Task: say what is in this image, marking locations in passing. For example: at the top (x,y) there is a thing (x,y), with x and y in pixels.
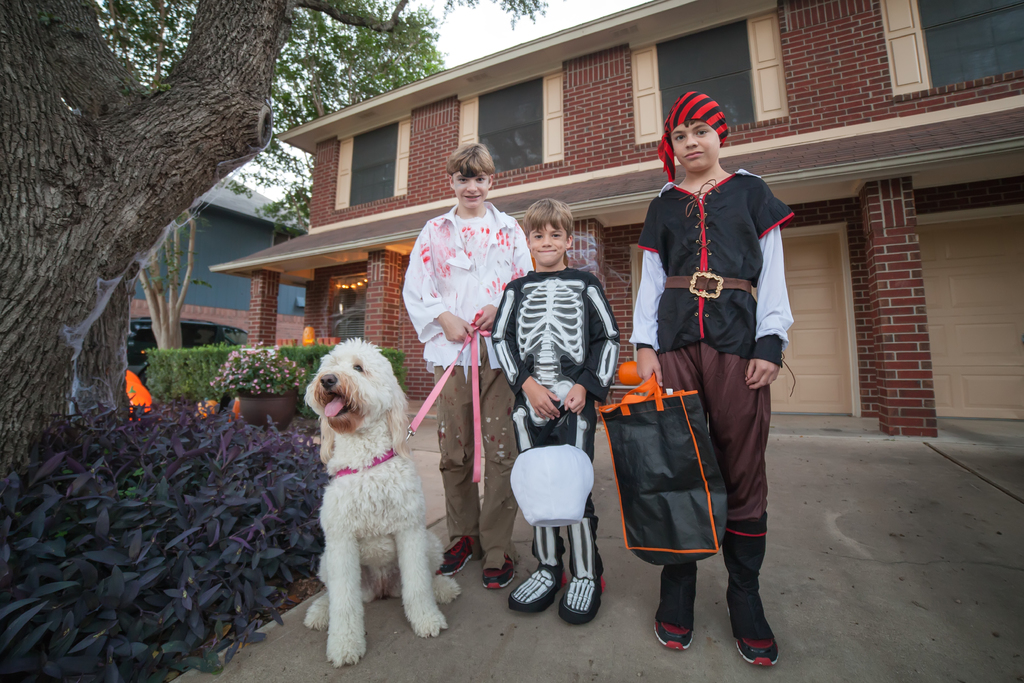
In this image there are three boys (654,262) standing in front of a building (574,108). They are wearing costumes (563,311). Here there is a dog (383,453) tied with a rope (439,389). On the left (110,284) there are trees (118,159), plants (184,397). Here there is a car (214,334). In the background (230,227) there trees (271,161), building (239,249).
